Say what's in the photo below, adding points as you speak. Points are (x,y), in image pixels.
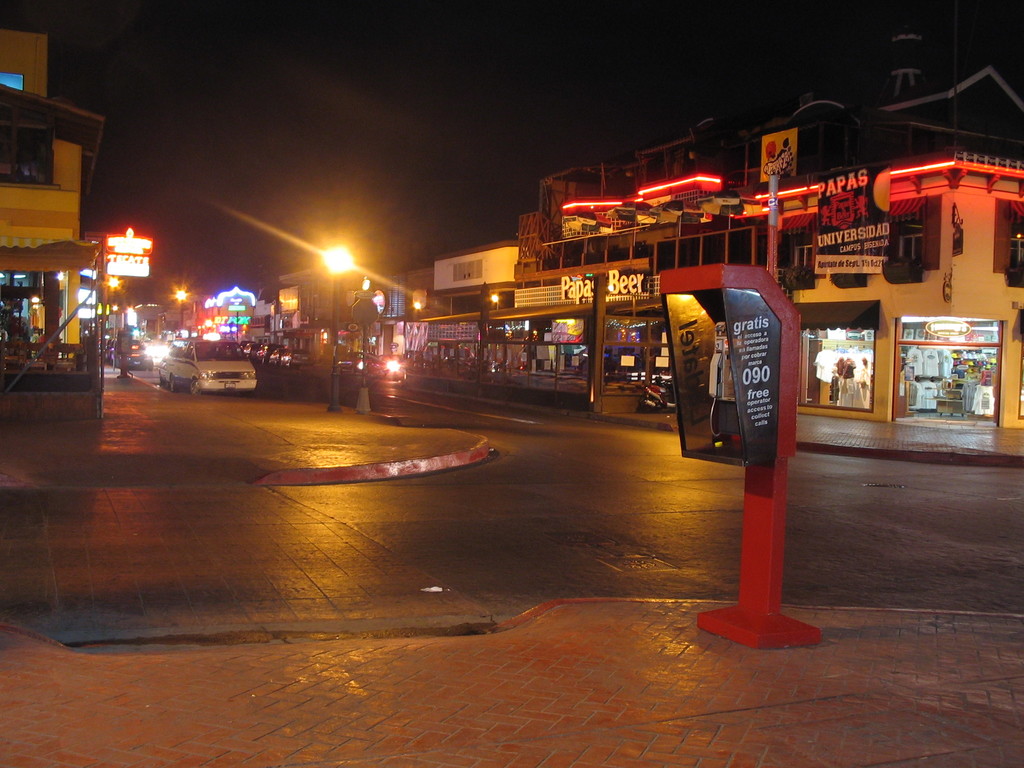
This is a telephone booth (736,393). These are the buildings (447,271) and shops (820,361). I can see name boards (579,285) and banners (851,268) attached to the building (923,263). These are the cars (272,349), which are parked. I can see a street light (332,391). This is the road (456,550). These are the clothes (831,373) hanging to the hangers (927,379) behind the glass door (844,362).
